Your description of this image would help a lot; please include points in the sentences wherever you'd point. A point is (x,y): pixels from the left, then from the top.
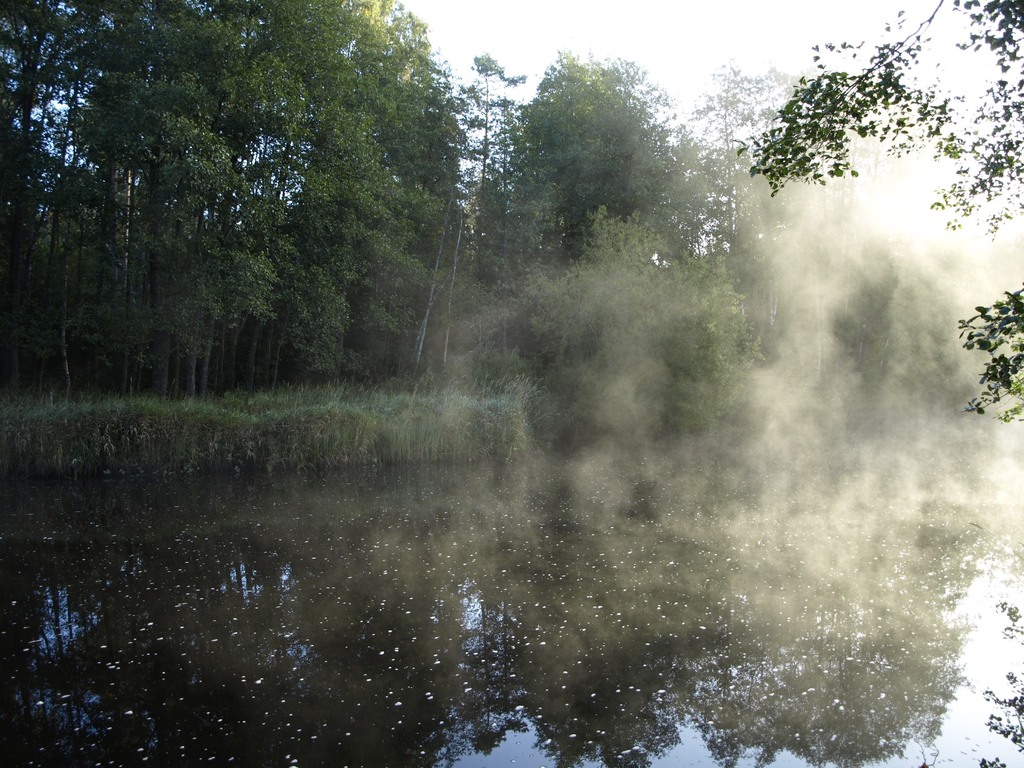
In the picture there is a water surface (493,614) and behind the water surface (477,606) there is a lot of grass (297,406) and behind the grass (322,429) there are very tall trees (504,255), there is some smoke (568,479) around that area (792,442).
